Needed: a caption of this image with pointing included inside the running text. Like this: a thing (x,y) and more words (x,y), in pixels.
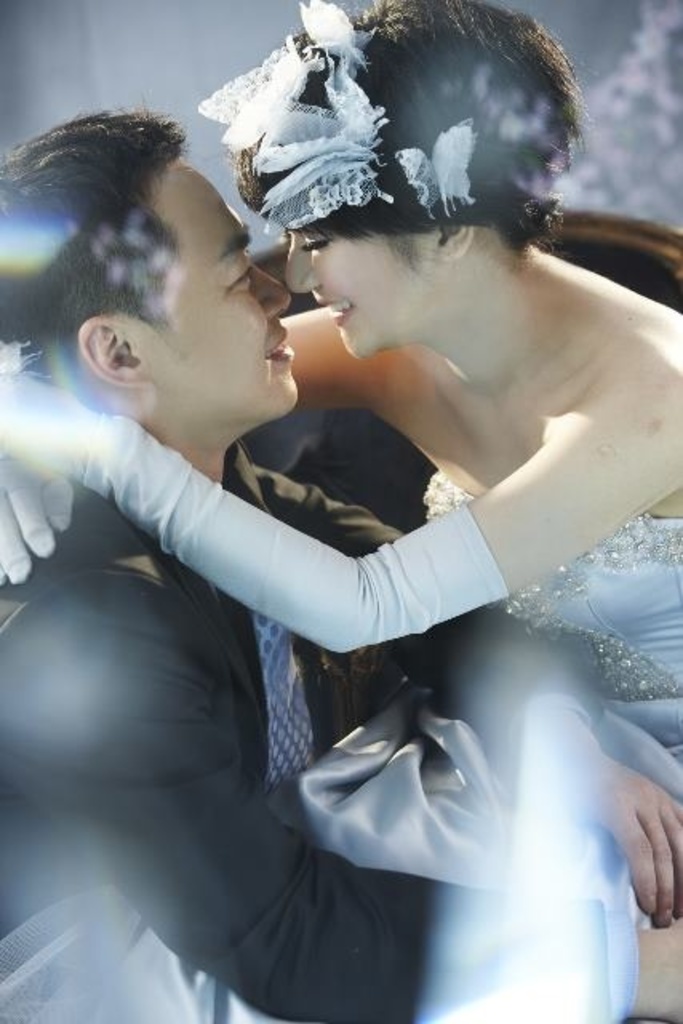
In this picture we can see the couple (357,528) sitting in the front (355,649) and smiling. Behind there is a blur background.
